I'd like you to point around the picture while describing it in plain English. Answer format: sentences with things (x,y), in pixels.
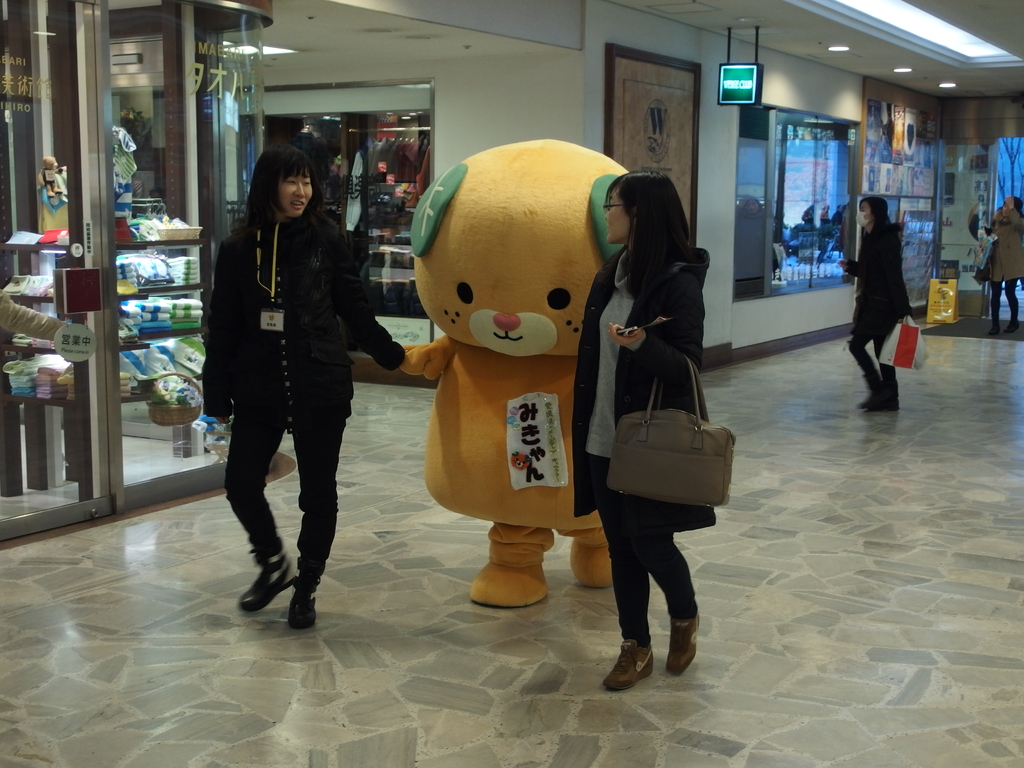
In this image I can see two women (282,172) with a mascot (586,581). In the background (885,319) I can see few more people (887,326).
